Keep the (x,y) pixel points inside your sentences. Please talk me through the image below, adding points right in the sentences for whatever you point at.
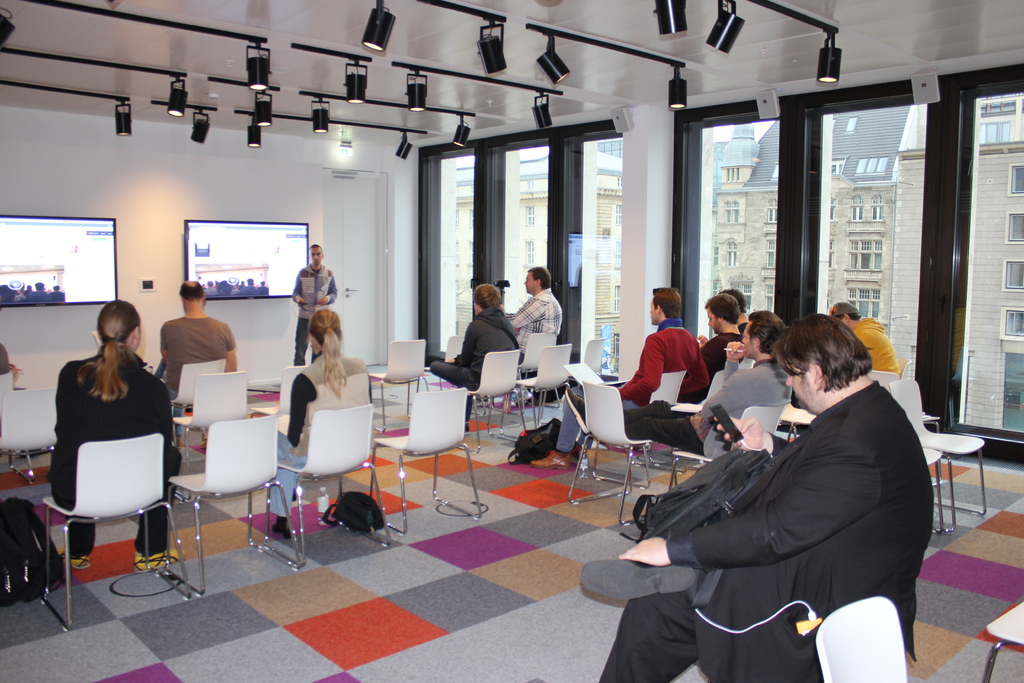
In this image, I can see few people (701,346) sitting on the chairs (766,429). These are the bags (345,518), which are placed on the floor (28,609). Here is a person (314,304) standing. I can see two screens (218,267), which are attached to the wall (151,222). This is the door (358,297) with a door handle (348,289). These are the lights (263,120) attached to the roof (600,87). These are the glass windows (776,231). I can see few empty chairs (391,348). I can see the buildings (837,231) with windows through the glass window (866,227).
